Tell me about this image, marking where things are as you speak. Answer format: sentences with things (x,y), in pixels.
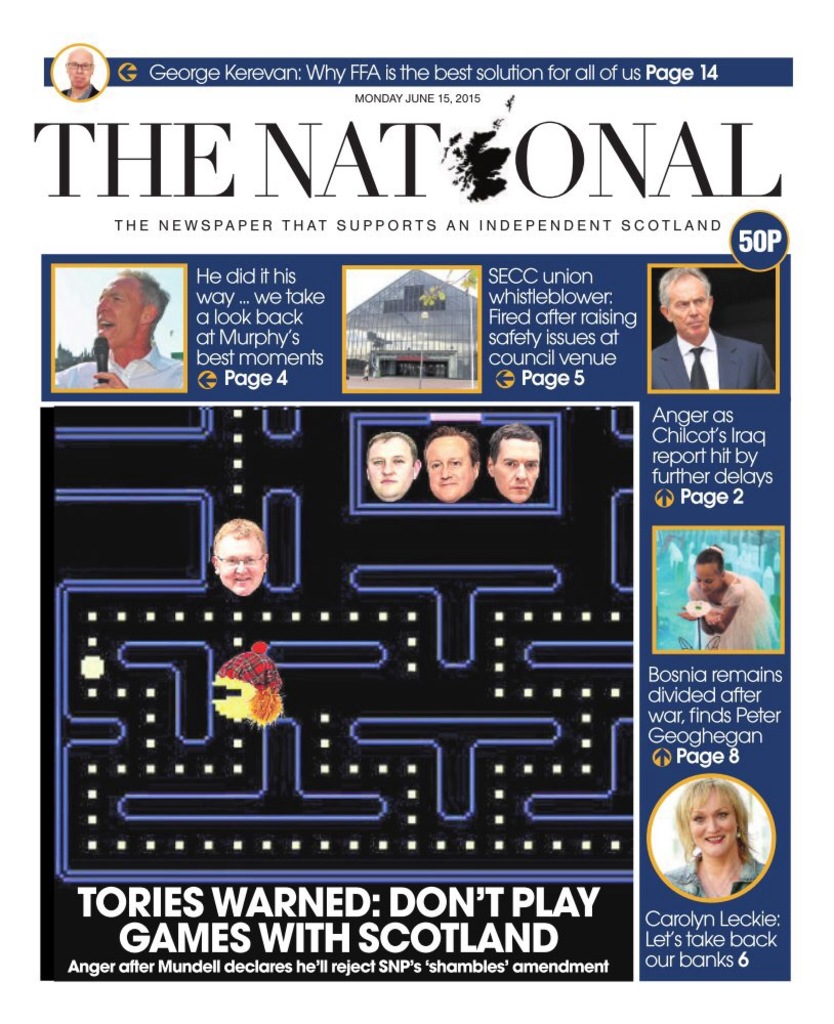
This is a poster. Here we can see a maze game (313,645) and there are some texts (542,381) written on it and there is a heading (329,197) and we can see few small pics (428,337) over here.
